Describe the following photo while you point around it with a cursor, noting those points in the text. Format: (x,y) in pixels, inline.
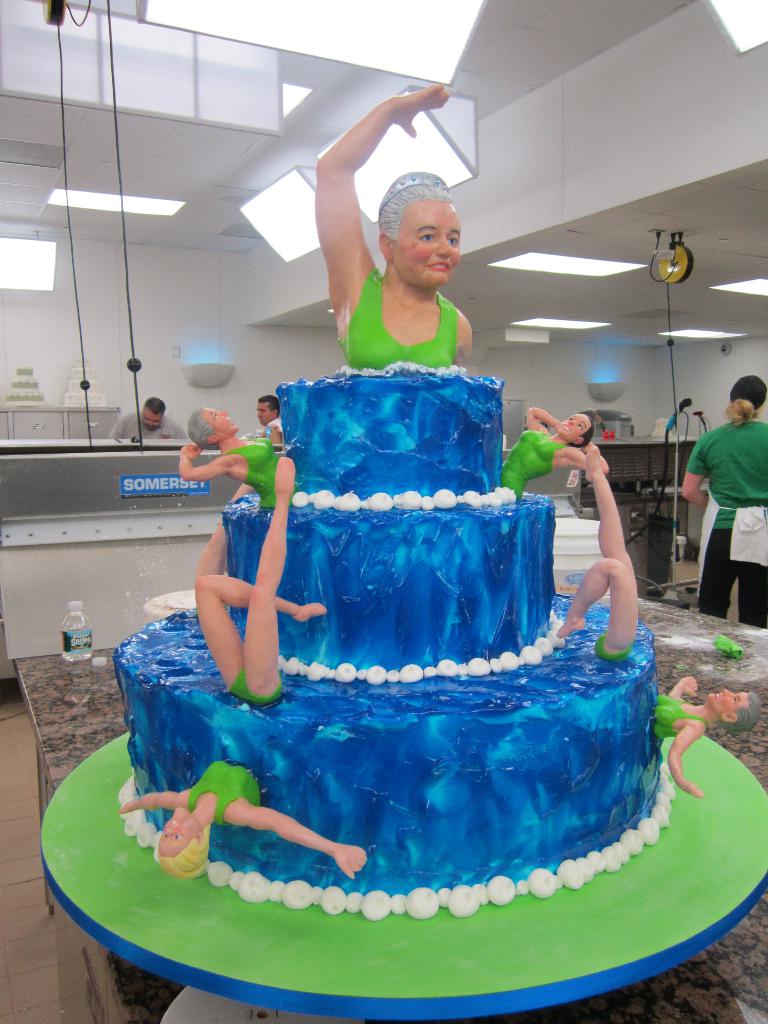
In this image I can see a cake (474,713) on the table (590,1013). In the background (747,536) I can see a group of people (736,490) on the floor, wall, lights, tables (634,436), cabinet (17,421) and wires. This image is taken may be in a hall (522,282).
